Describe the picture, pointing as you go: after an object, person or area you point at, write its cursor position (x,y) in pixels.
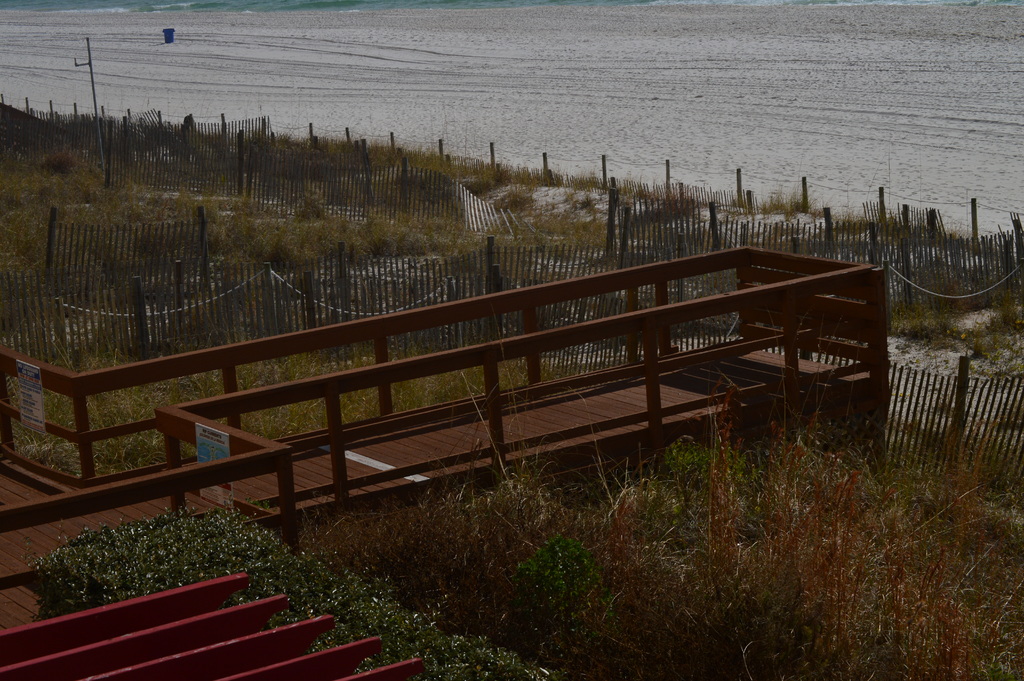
In this image in the front (523,561) there is dry grass (696,568) and there are plants (279,586). In the background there is water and in the center (610,250) there is fence (206,175) and there is a pole (100,134) and there is a bridge (523,414).
